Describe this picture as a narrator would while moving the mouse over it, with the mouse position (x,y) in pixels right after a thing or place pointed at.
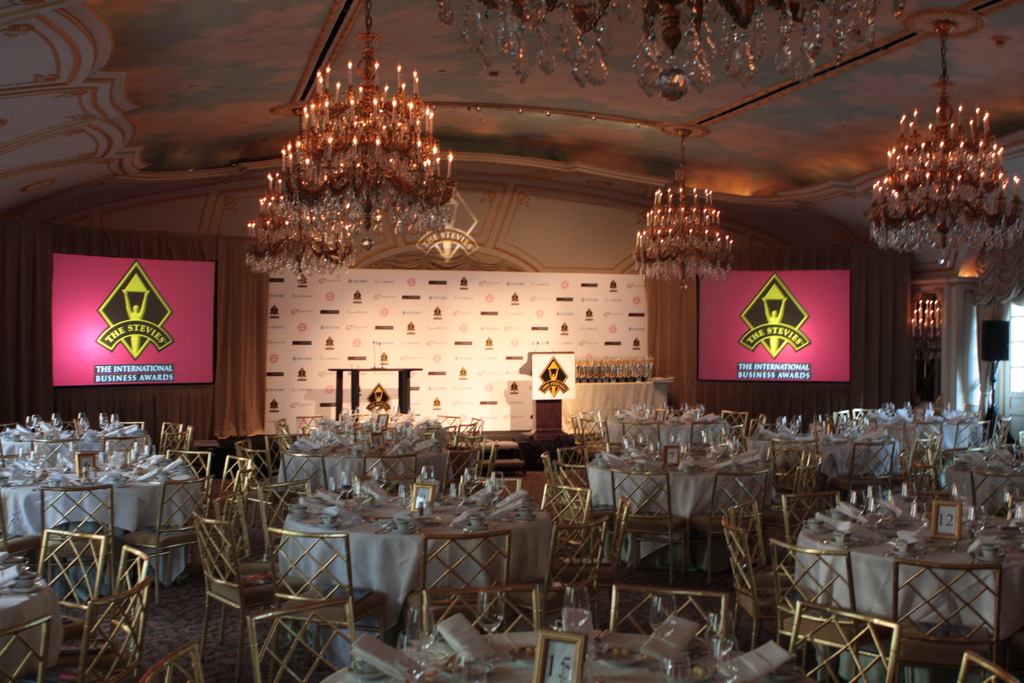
In this image, we can see chairs (343,634), and tables (856,527) are on the floor (153,653). These tables (400,602) are covered with clothes (525,571). On top of that there are few things (411,655), frames (542,657) and some objects (415,672) are placed. In the background (600,397), we can see podium (546,421), tables (585,404), curtains (684,401) and screens (168,311). Top of the image (983,218), we can see the chandeliers (978,204).
